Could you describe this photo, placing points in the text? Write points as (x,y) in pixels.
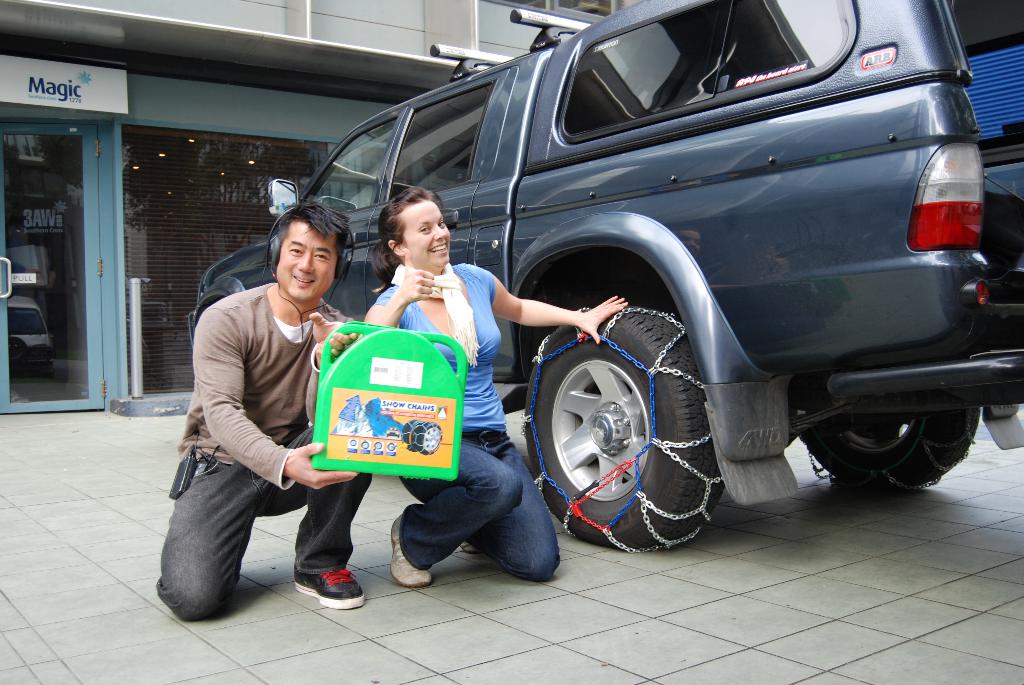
In this image there are two persons (295,373) who are kneeling down on the floor (276,538) by holding the bag (391,389). Beside them there is a car (614,166). There is a chain (679,372) which is kept on the Tyre (643,364). In the background (295,127) there is a building (177,104). On the left (69,189) there is a glass door (61,216).
